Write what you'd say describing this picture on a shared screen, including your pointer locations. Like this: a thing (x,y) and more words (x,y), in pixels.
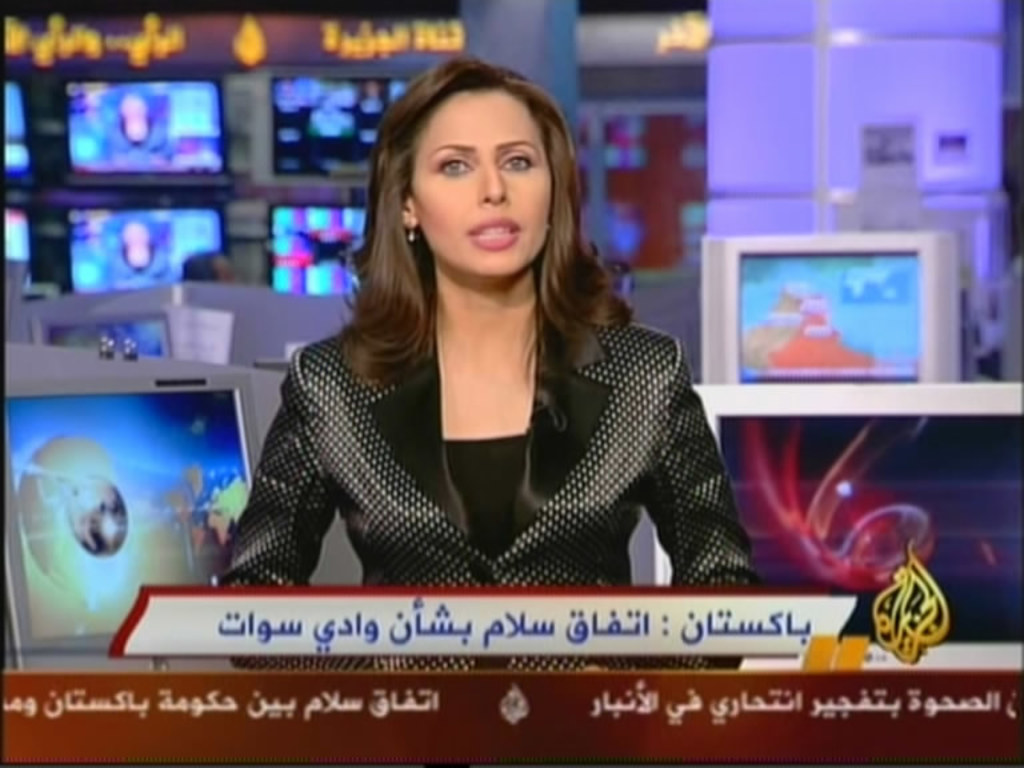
In this image we can see a person (441,469) wearing black color dress (449,479) sitting and in the background of the image (130,510) we can see some televisions (896,302).
